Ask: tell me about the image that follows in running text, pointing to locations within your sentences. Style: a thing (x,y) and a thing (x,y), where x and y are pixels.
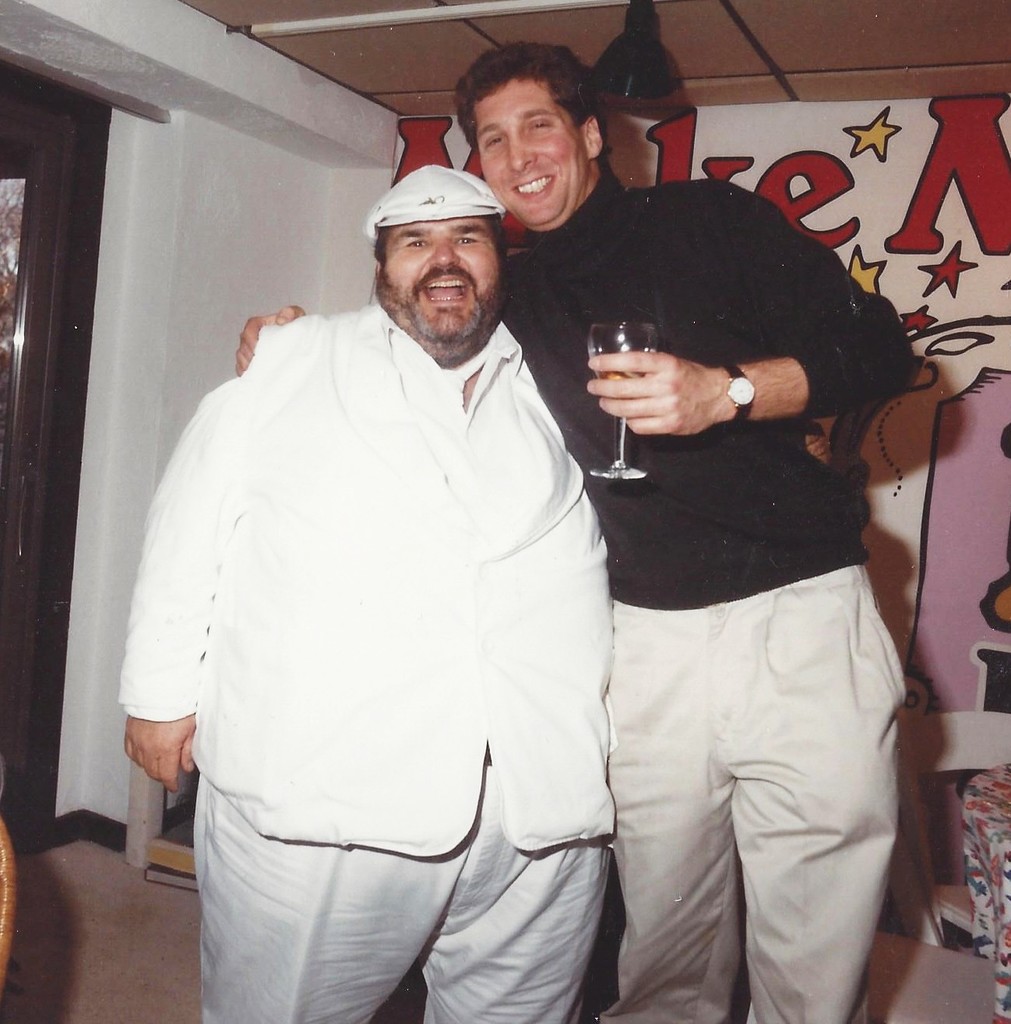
the picture two men (745,191) standing and a man (586,480) holding a wine glass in his hand (708,394) and we see a poster (432,118) on the wall (1002,128) on their back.
